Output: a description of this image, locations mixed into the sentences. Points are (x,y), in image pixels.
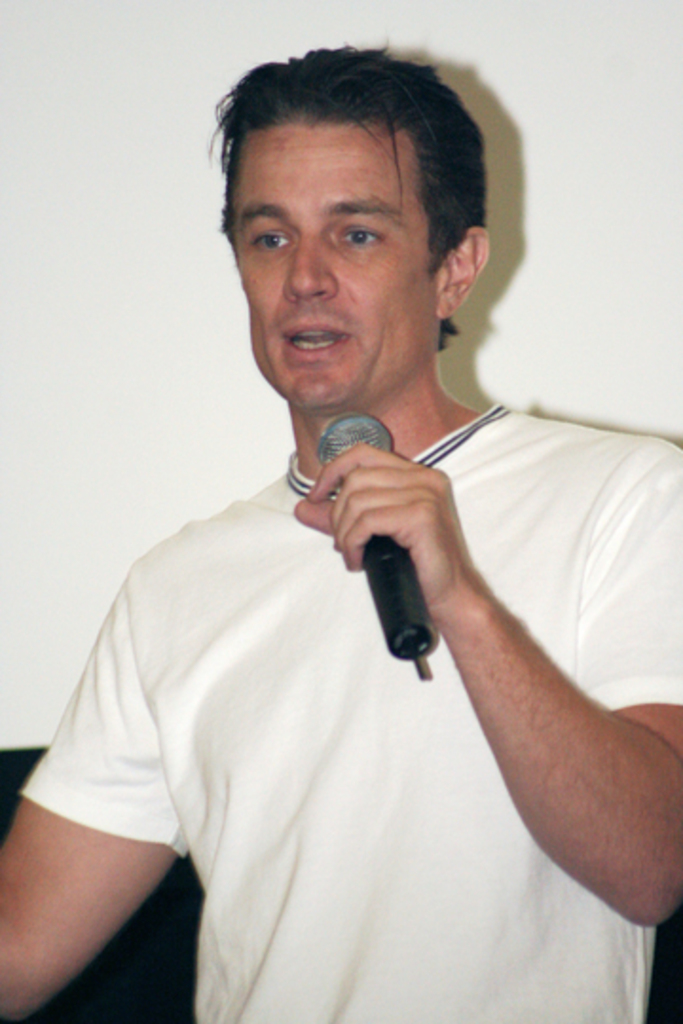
In this image I can see the man (239,525) wearing white T-shirt (270,704) and standing. He is holding a mike (395,566) and talking. The background (111,451) is white in color.
